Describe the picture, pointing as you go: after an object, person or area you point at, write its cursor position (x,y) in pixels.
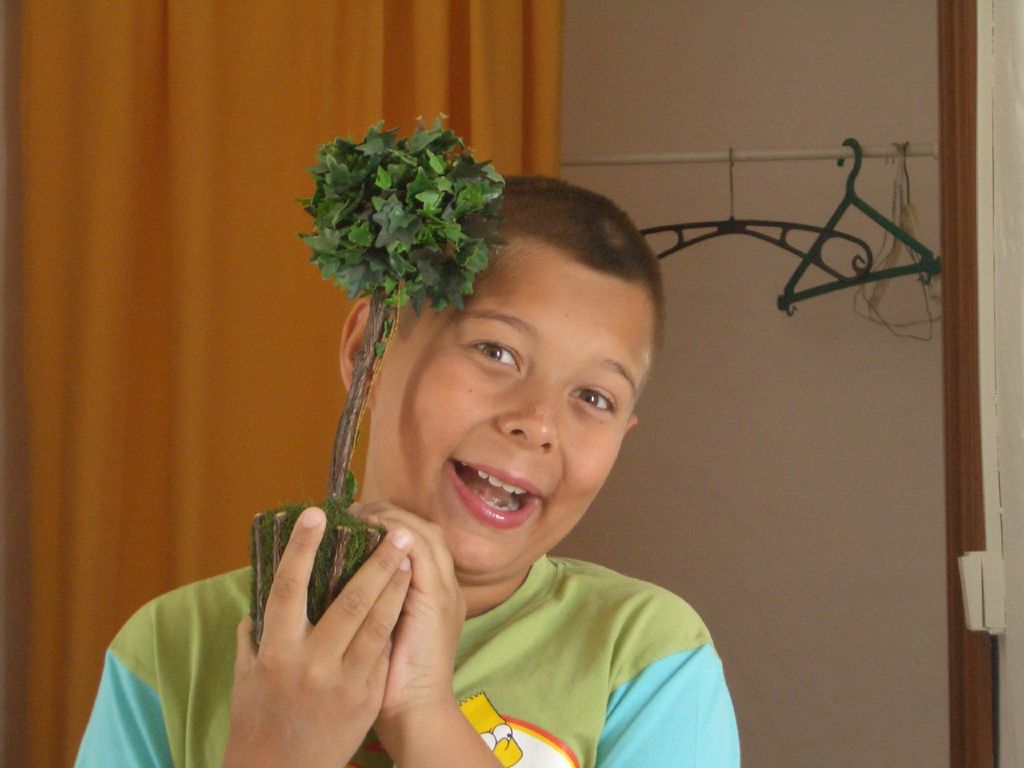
In this image I can see the person (406,551) holding the plant (310,584) and the person (420,625) is wearing blue and green color dress (668,669). In the background (818,253) I can see few hangers (900,228) and they are hanged to the pole (633,160) and I can see few curtains (547,44) and the wall (697,75) is in cream color.
